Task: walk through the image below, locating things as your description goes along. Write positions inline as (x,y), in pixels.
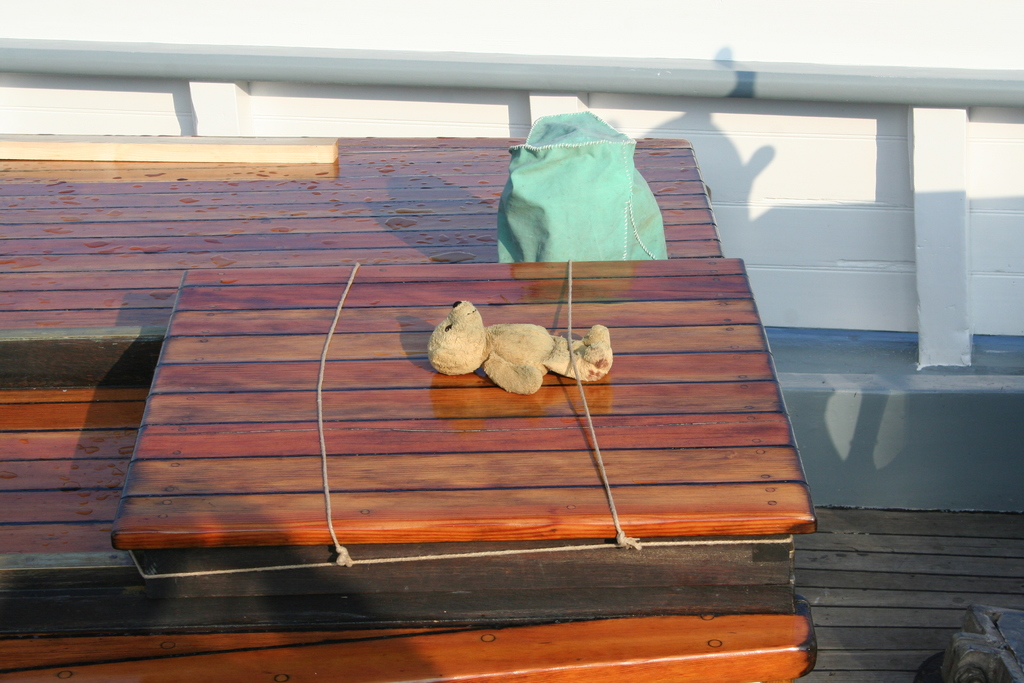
In this image we can see a wooden block (224,290). On that there is a toy (486,355) tied with rope (568,339). Also there is a packet (565,172). In the back (473,22) there is a wall (448,4).
